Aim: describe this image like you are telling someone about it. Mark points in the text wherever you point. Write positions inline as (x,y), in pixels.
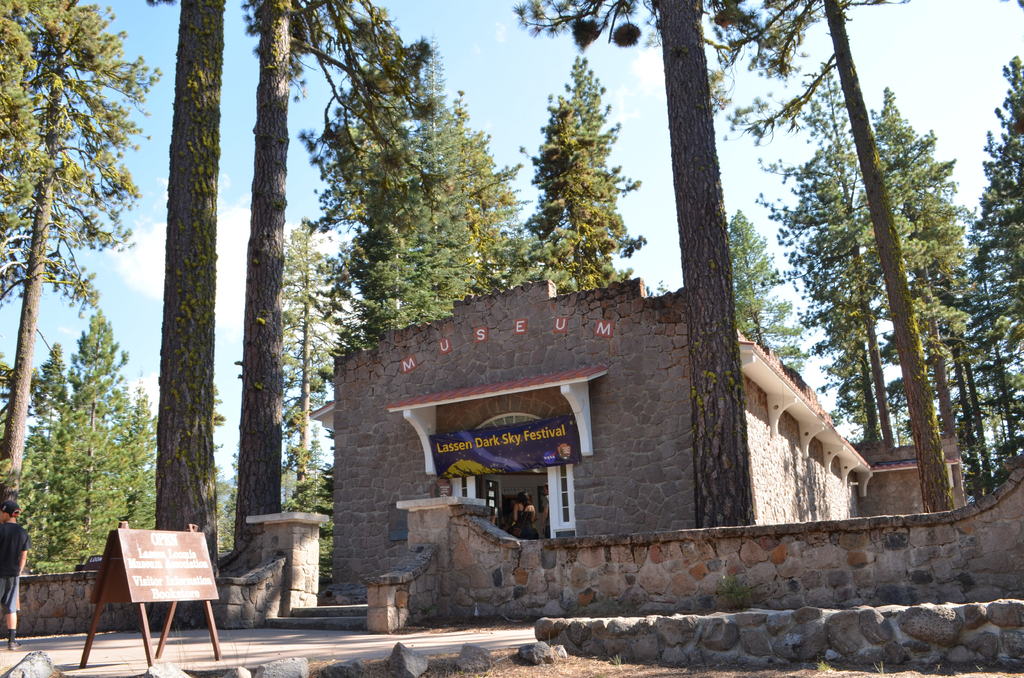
In this image we can see a house (631,444), boards (189,536), walls (724,545), trees (325,498), and people (0,585). In the background (138,168) there is sky (143,184) with clouds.
